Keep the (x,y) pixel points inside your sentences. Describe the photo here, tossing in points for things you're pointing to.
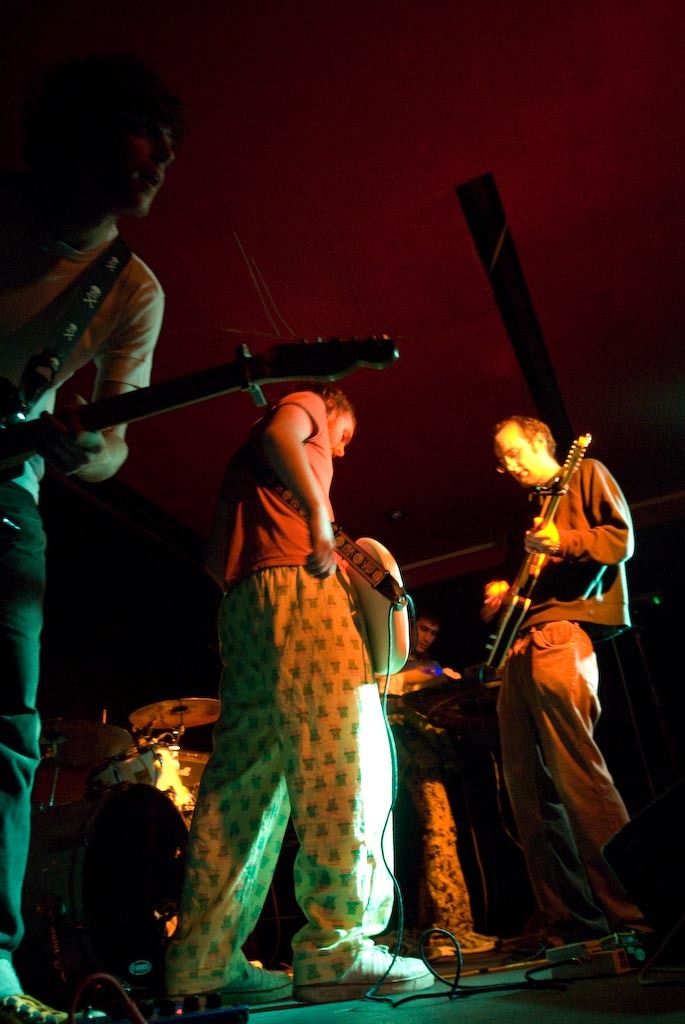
This picture is clicked inside. On the left (43,597) there is a person (83,347) holding a guitar (164,395) and standing on the ground (612,978). On the right (553,552) there is a person (563,521) standing on the ground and playing guitar (496,649). In the center (302,517) we can see the two persons (317,671) and some musical instruments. In the background (392,222) there is a wall (417,340) and we can see there are some objects (244,1017) placed on the ground (563,1009).
